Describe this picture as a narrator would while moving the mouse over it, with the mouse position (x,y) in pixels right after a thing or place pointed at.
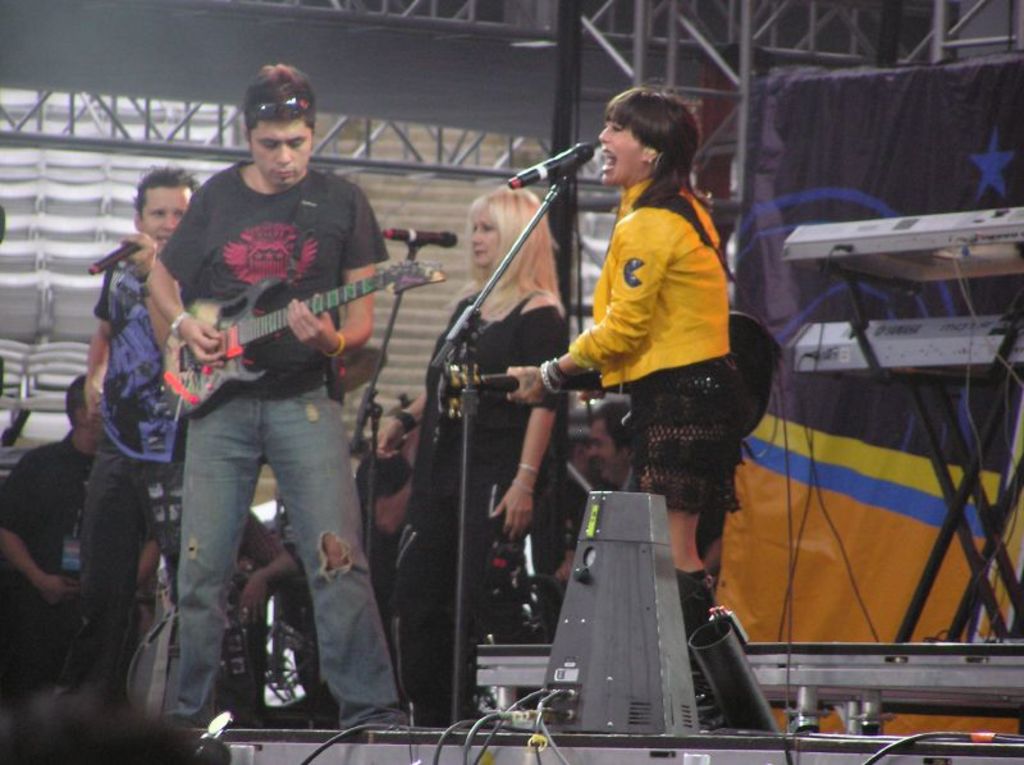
In this image i can see two man (264,341) and two women (534,344) standing, the woman (665,336) is holding a guitar (583,378) and singing in front of a micro phone (573,161), here the man (317,267) is also holding a guitar (270,326), this man (146,232) is holding a micro phone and singing at the back ground (82,414) i can see few people (84,463) sitting, a railing (388,166) and a building (416,204).
